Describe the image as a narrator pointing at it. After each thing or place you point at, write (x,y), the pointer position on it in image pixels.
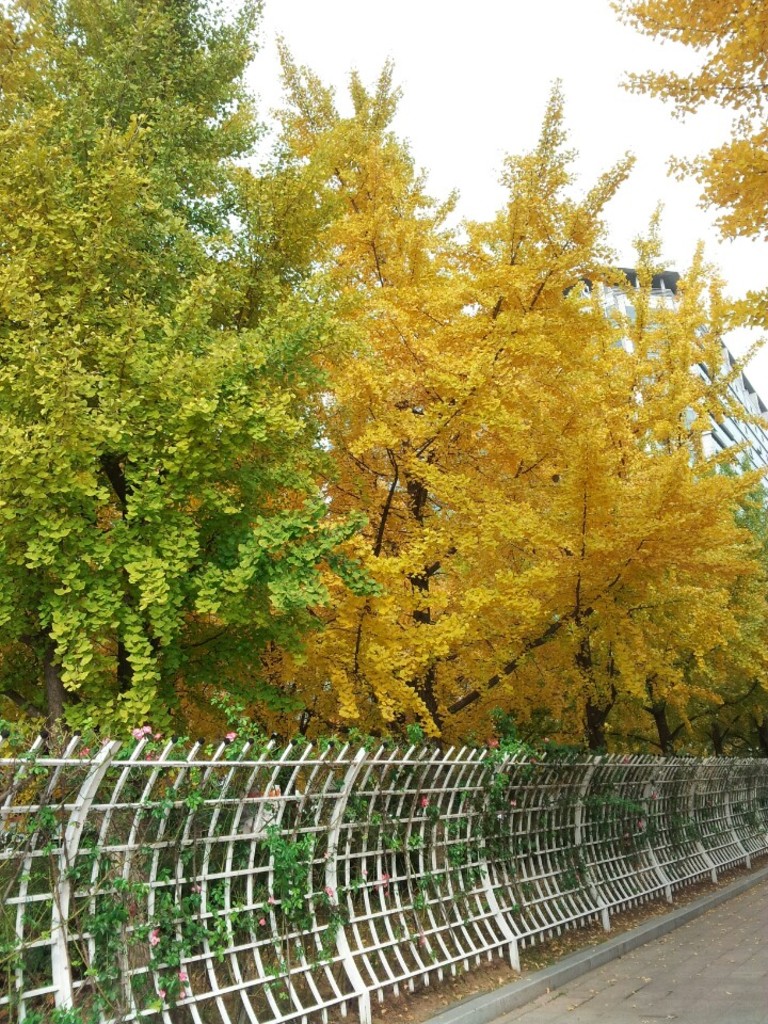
In this image I can see the railing (331,844), background (536,590) I can see few trees (520,562) in green and yellow color and the sky (454,135) is in white color.
